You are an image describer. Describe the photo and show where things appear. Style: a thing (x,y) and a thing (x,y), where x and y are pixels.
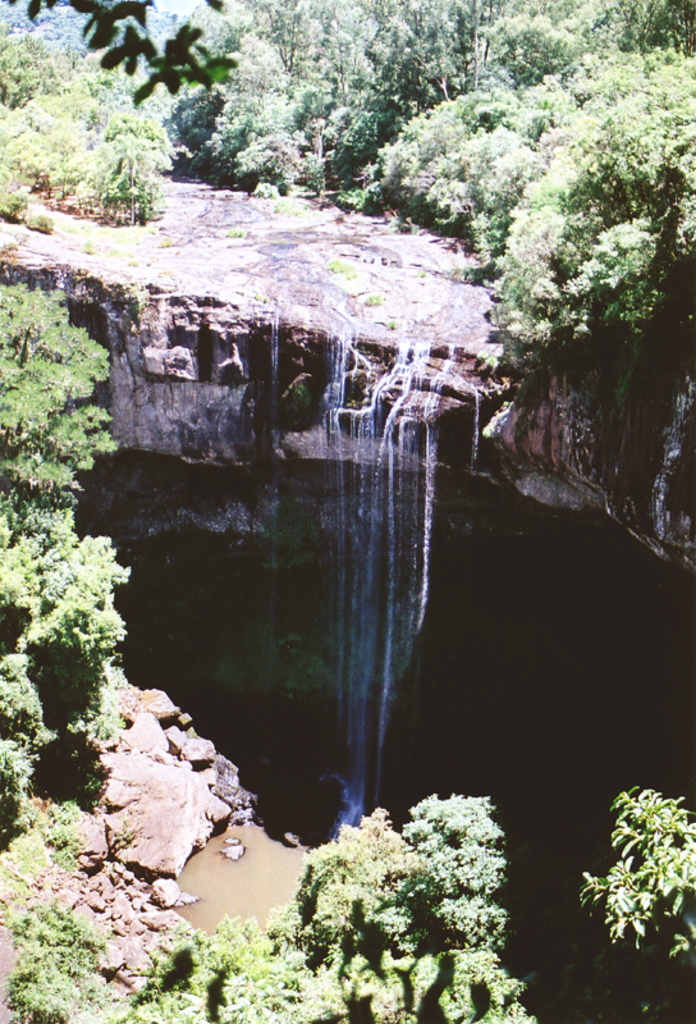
In this image, we can see some trees (136,195) and plants (312,956). There is a waterfall (365,459) in the middle of the image (405,584).
